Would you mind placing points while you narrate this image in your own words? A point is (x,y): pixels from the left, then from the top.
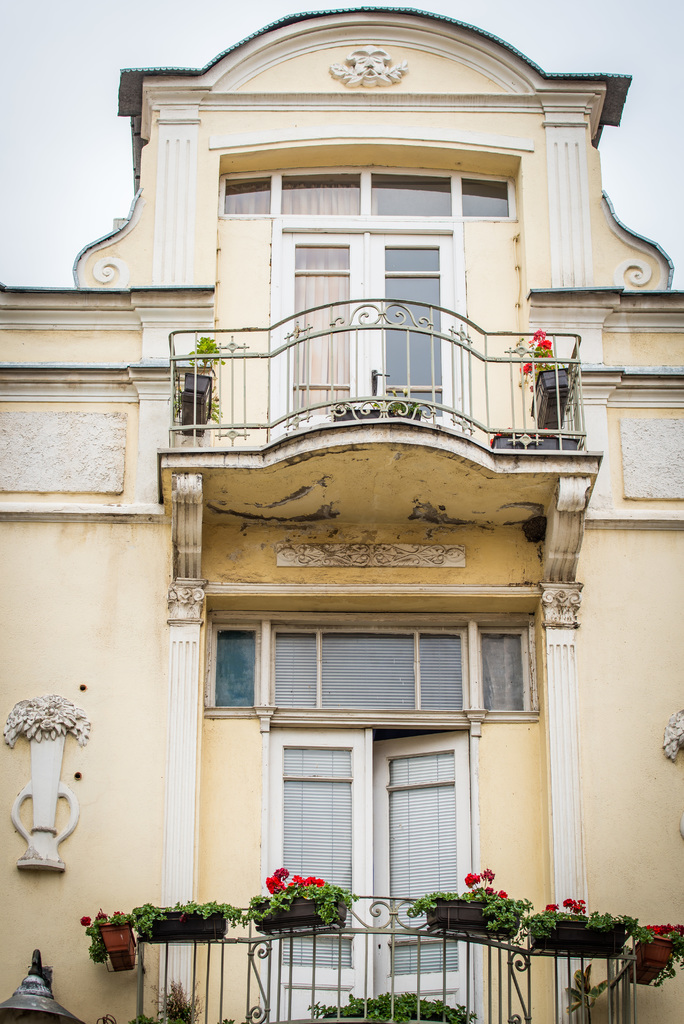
In this picture we can see a building (256,865), on which we can see some potted plants (277,906).
